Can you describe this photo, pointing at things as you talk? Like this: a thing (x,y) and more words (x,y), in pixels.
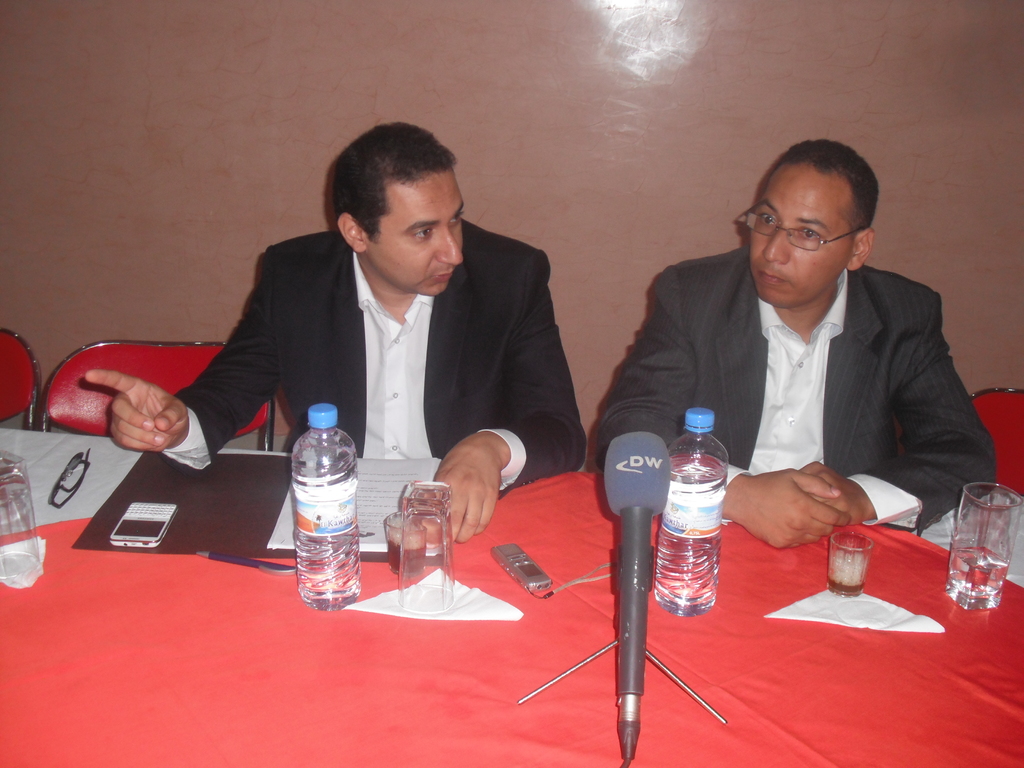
In this image, there are two person (894,491) sitting on the chair (267,434) in front of the table (523,527) on which bottle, glass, mobile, specs (71,484) etc. are kept. And they are wearing a black color suit (660,350). The background wall (692,212) is light pink in color. This image is taken inside a room (664,602).
